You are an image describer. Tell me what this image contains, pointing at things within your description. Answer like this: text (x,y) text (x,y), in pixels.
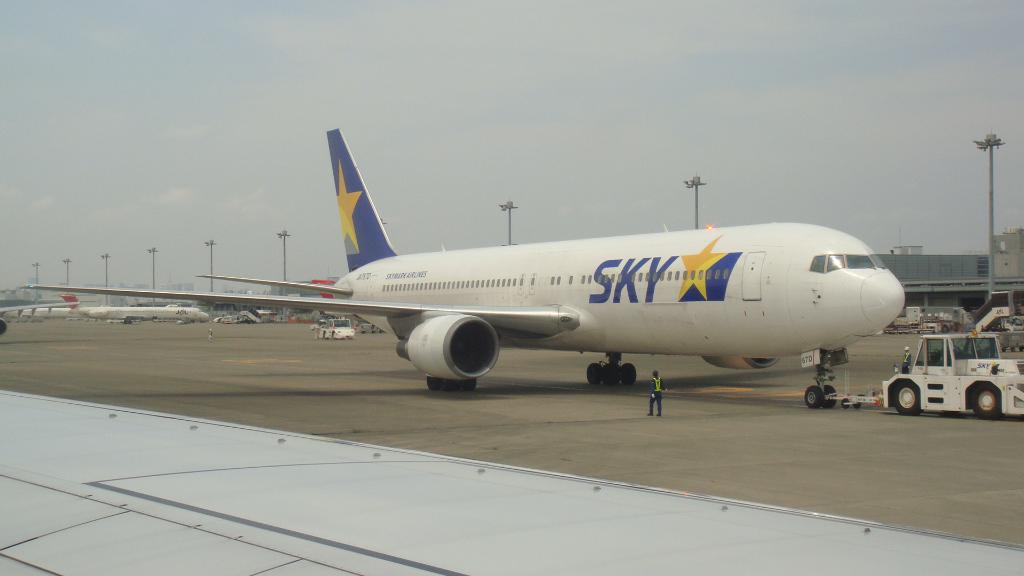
In this image, we can see few aeroplanes (461,385), vehicles (960,373), people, poles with lights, road (520,440). Background (897,222) we can see the sky (472,169).
